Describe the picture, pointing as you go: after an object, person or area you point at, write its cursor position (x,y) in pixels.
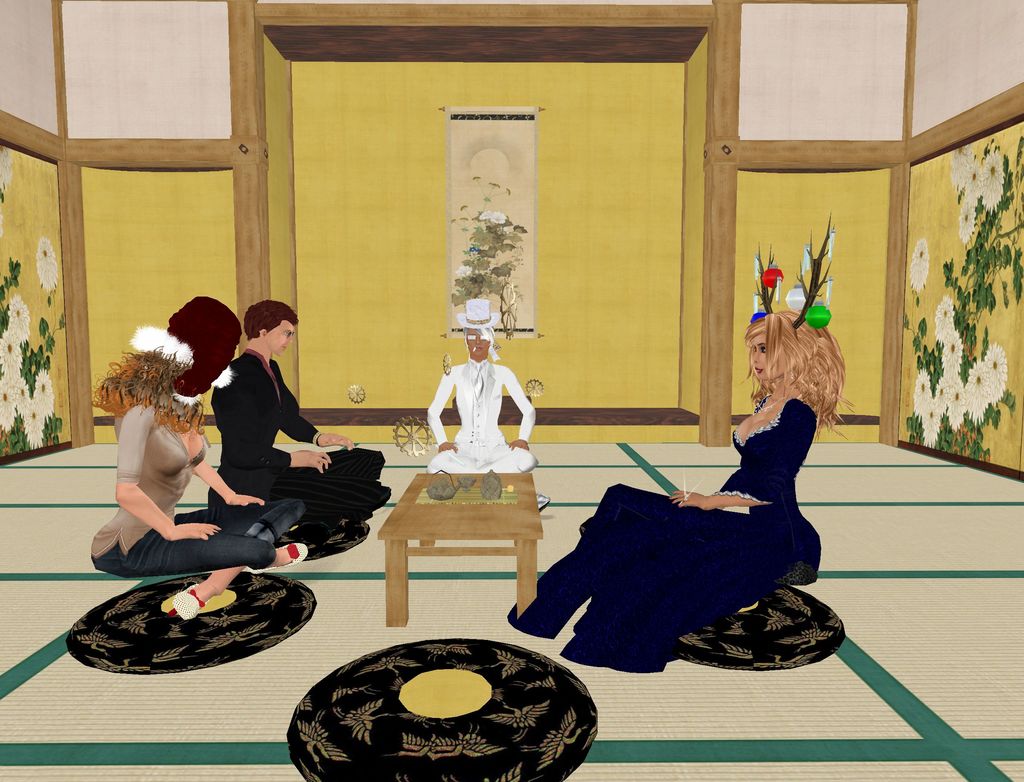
In the foreground of this animated image, there are people (232,448) sitting on the floor mat (295,665) around a table (485,520) on which there are few objects (447,481). In the background (237,109), there is wall (672,217) and a frame (500,280).
